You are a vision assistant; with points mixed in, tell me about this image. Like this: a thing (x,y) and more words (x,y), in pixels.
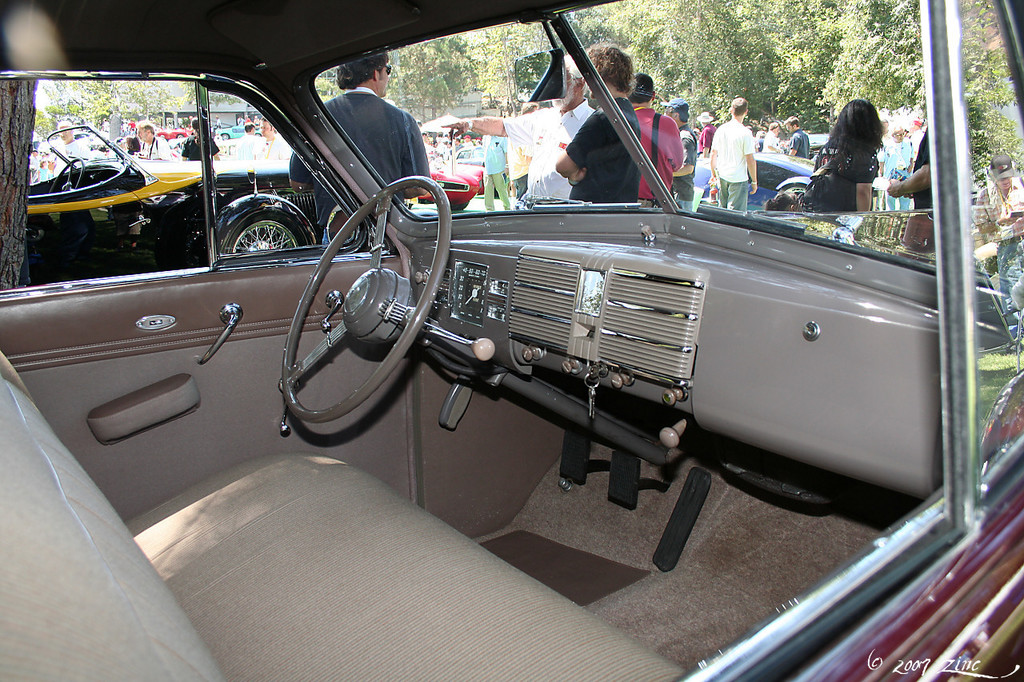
In this image I can see vehicles (693,419) and a crowd (846,176) on the grass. At the top (546,39) I can see trees (522,43) and houses (480,107). This image is taken during a day.
